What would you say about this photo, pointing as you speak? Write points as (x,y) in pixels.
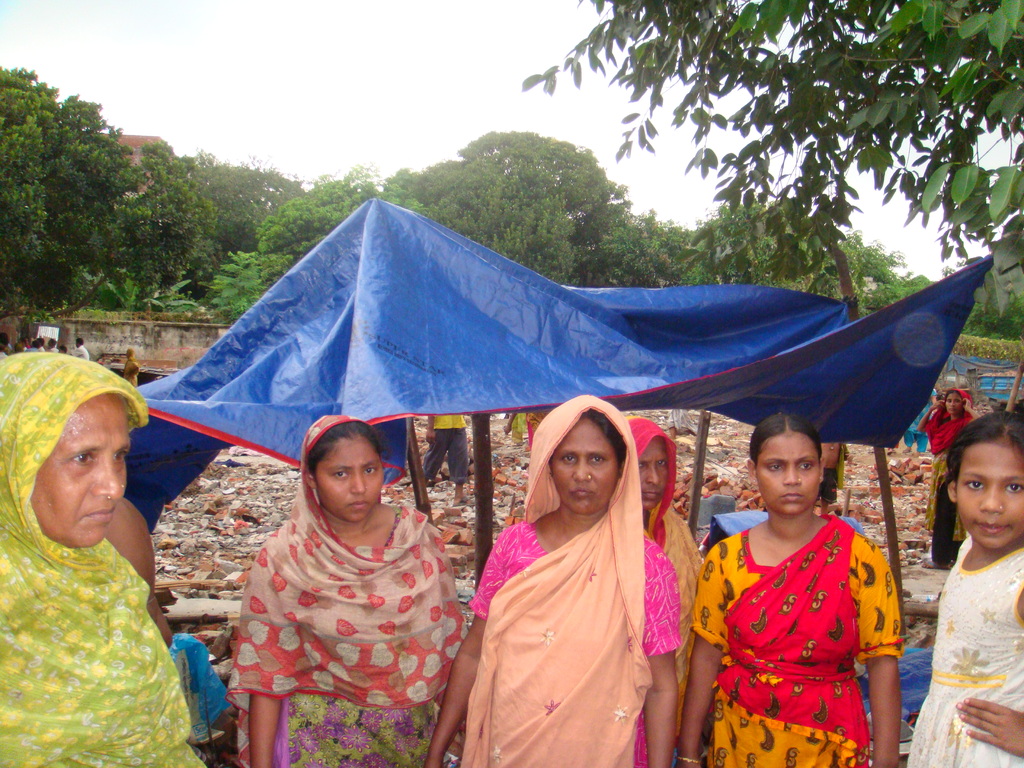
This image is taken outdoors. At the top of the image (141,33) there is the sky (351,79) with clouds (439,117). In the background (162,278) there are many trees (608,181) and a few plants (966,341) on the ground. There is a wall (195,350) and a few people (15,346) are standing on the ground (253,521). There are many bricks (396,492) on the ground (258,538). In the middle of the image (364,355) there is a tent (349,342). There are a few wooden sticks (475,453) and a few women (432,560) are standing on the ground (267,515). On the right side of the image (956,464) a girl (956,570) is standing.
